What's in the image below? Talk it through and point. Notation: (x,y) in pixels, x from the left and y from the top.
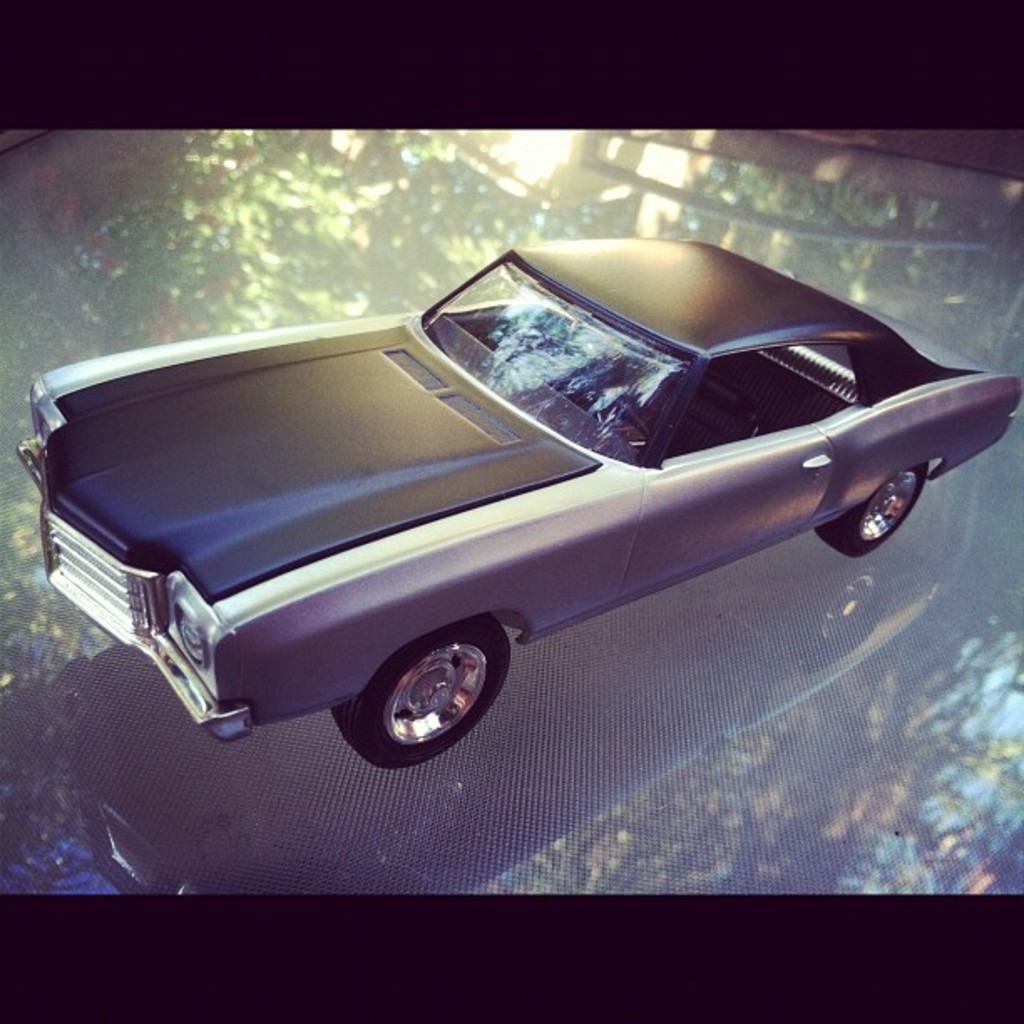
This is an image. In the middle of the picture (661,396), we see a car (511,369). At the bottom (654,693), we see the reflection (717,639) of the car (498,684). In the background (466,195), we see the trees (446,204) and the lights (640,206). At the top (433,60) and at the bottom (516,930), it is black in color.
